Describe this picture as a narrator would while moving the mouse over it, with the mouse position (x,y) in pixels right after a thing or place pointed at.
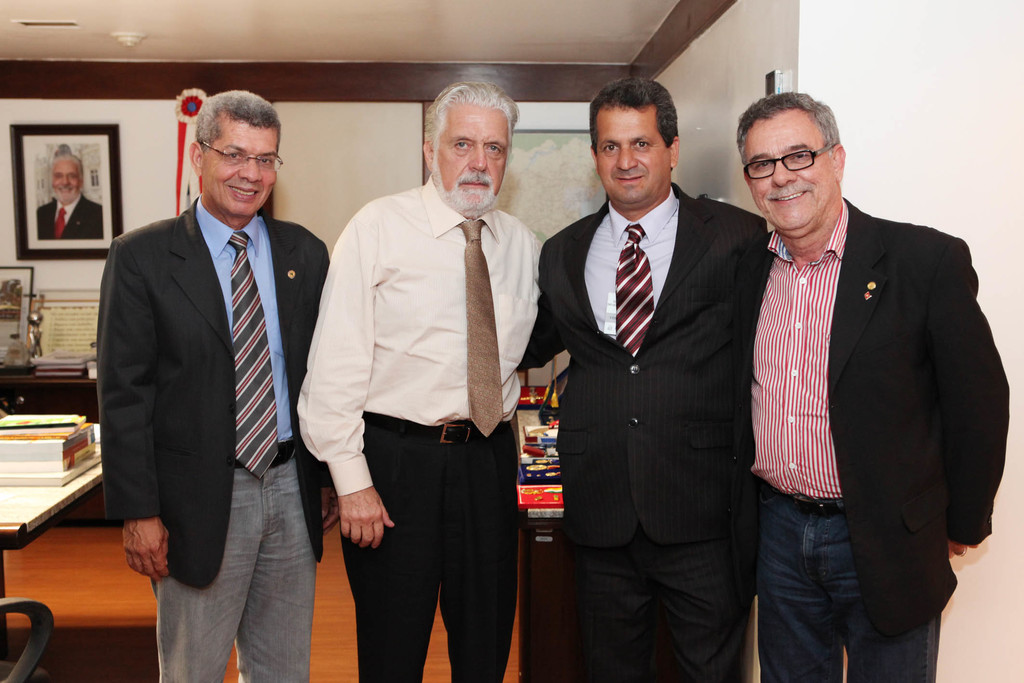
There are four men (597,480) standing. In the background (94,253) we can see frames (91,165) and a map (533,180) on the wall (569,183) and there are books (49,448) and some other objects (18,367) on the tables (31,508). On the left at the bottom corner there is a chair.
